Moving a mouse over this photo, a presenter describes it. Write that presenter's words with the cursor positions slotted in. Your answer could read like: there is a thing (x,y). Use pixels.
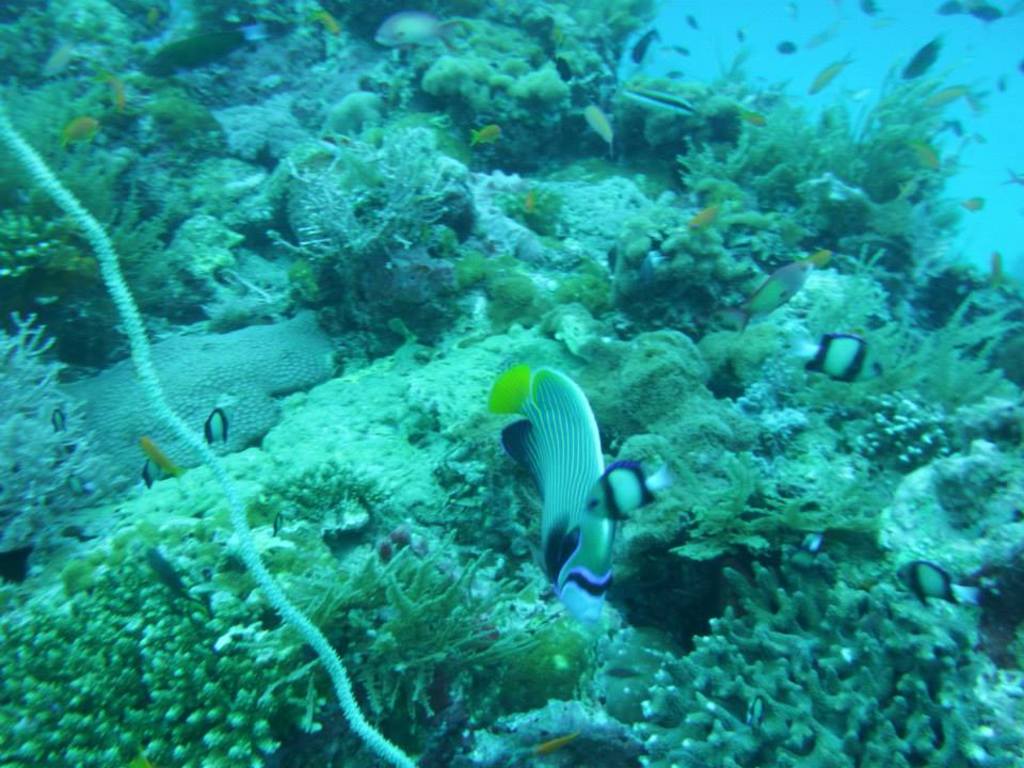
In this image we can see small fishes (514,393) in the water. Here we can see small plants (891,137) in the water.
